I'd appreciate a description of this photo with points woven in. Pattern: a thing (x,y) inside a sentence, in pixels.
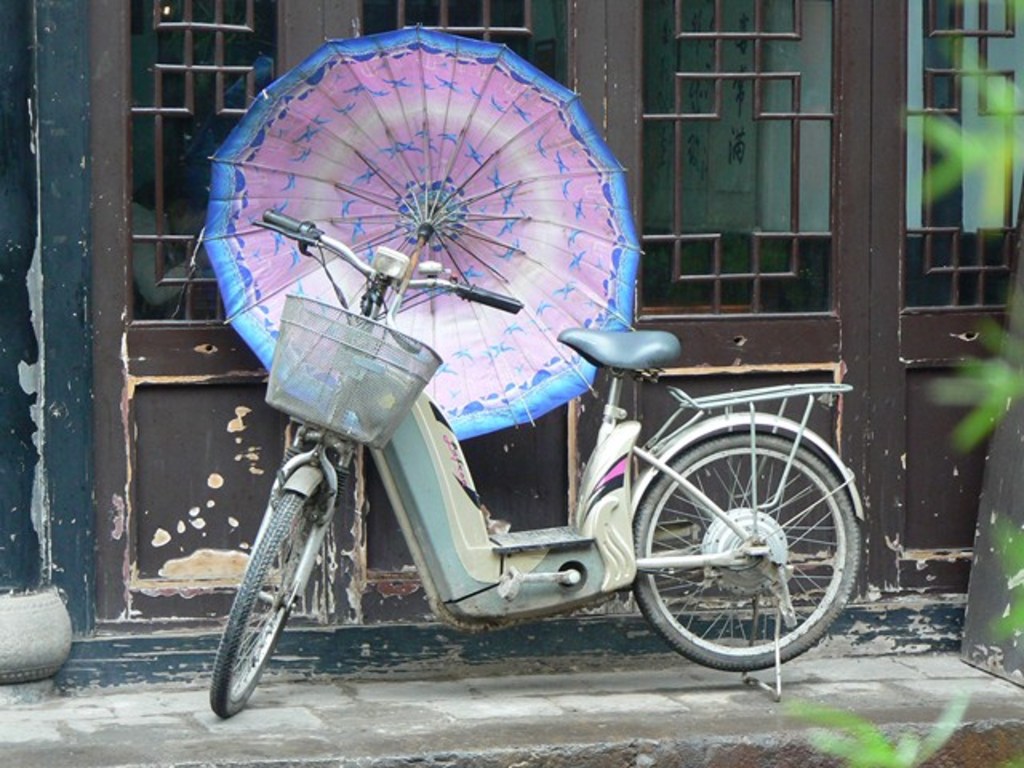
In this image I can see a vehicle (465,555) in the front (410,476) and on it I can see an umbrella (459,309). I can see the colour of the umbrella (437,165) is pink and blue. In the background (882,363) I can see few doors (247,391) and on the right side of the image (881,755) I can see green colour leaves (935,197).
